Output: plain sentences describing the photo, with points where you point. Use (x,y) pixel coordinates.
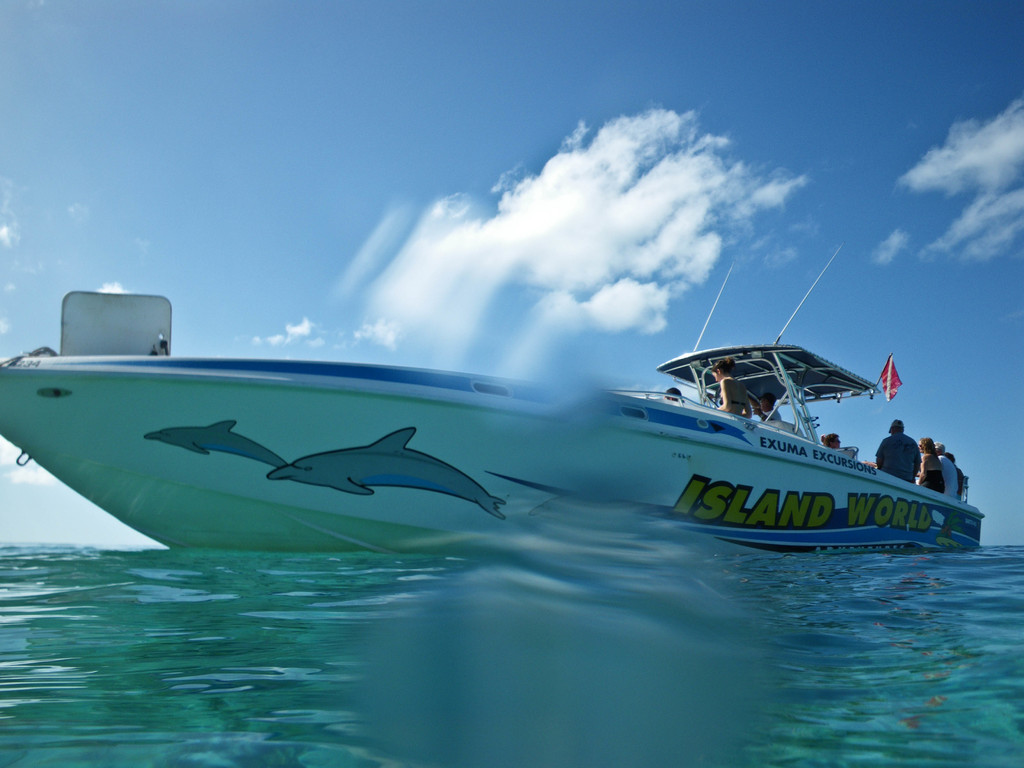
There is a boat (362,508) on a surface of water (463,596) as we can see at the bottom of this image (254,648). There are some persons (723,407) sitting in this boat (825,455), and there is a cloudy sky (601,297) at the top of this image (495,246).
